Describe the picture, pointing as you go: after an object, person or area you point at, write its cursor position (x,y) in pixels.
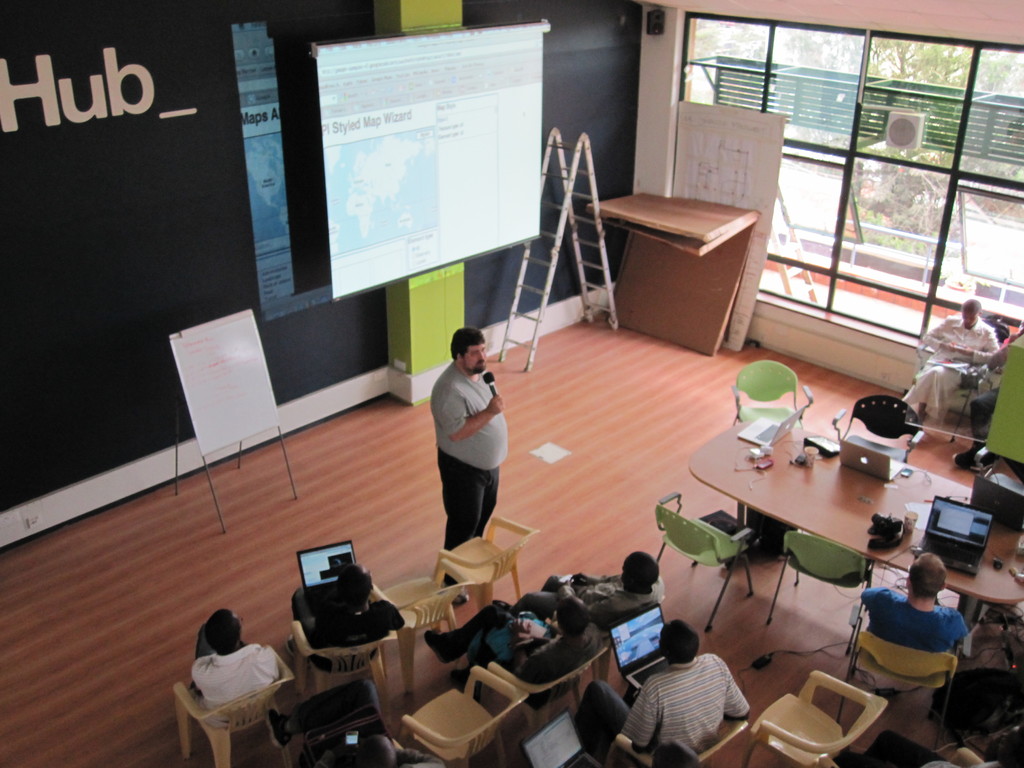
In this image there is a room (540,401) where a man (480,390) is standing and talking in the microphone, chairs (214,737), group of people (710,654) sitting in the chair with the laptops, a table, some chairs (793,381), group of people (930,415) sitting in the chair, air conditioner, and in the back ground (416,70) there is a screen (420,174) fixed to the wall (618,87), a ladder (600,239), a white board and a banner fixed to the wall (231,215), a speaker (659,20) attached to the wall (664,77), trees (841,58).
